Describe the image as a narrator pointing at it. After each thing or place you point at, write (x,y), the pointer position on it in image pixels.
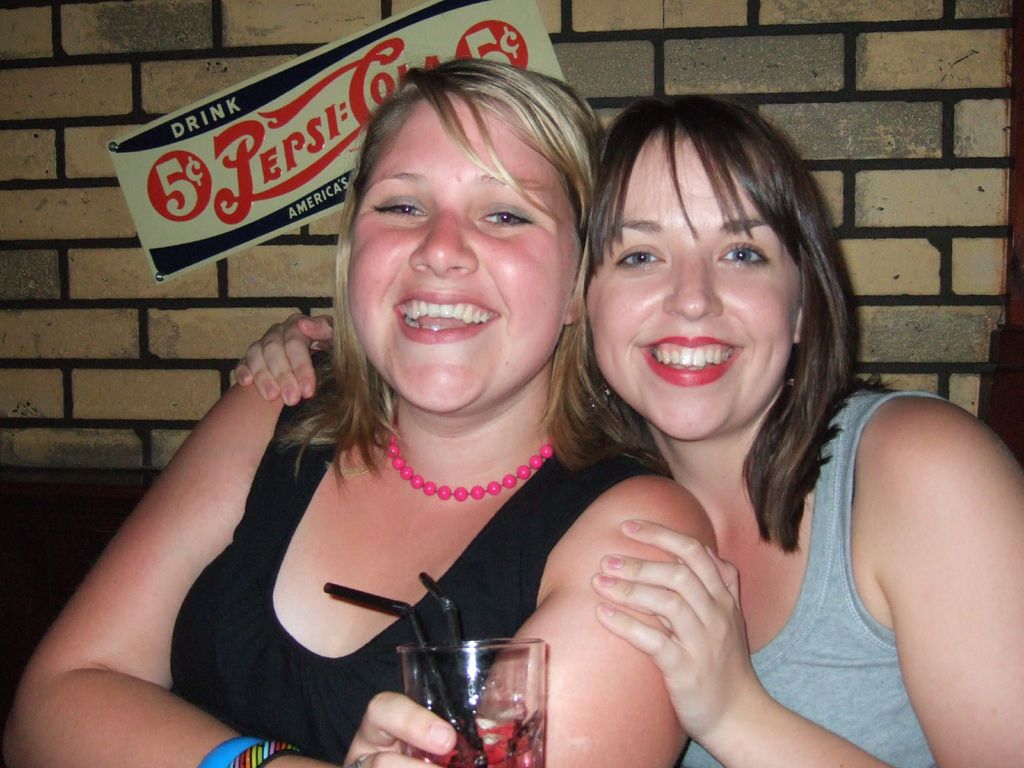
In this image I can see two people (745,354) are smiling and one person (594,492) is holding the glass (538,721). Back I can see a board (178,151) is attached to the wall (92,172).
